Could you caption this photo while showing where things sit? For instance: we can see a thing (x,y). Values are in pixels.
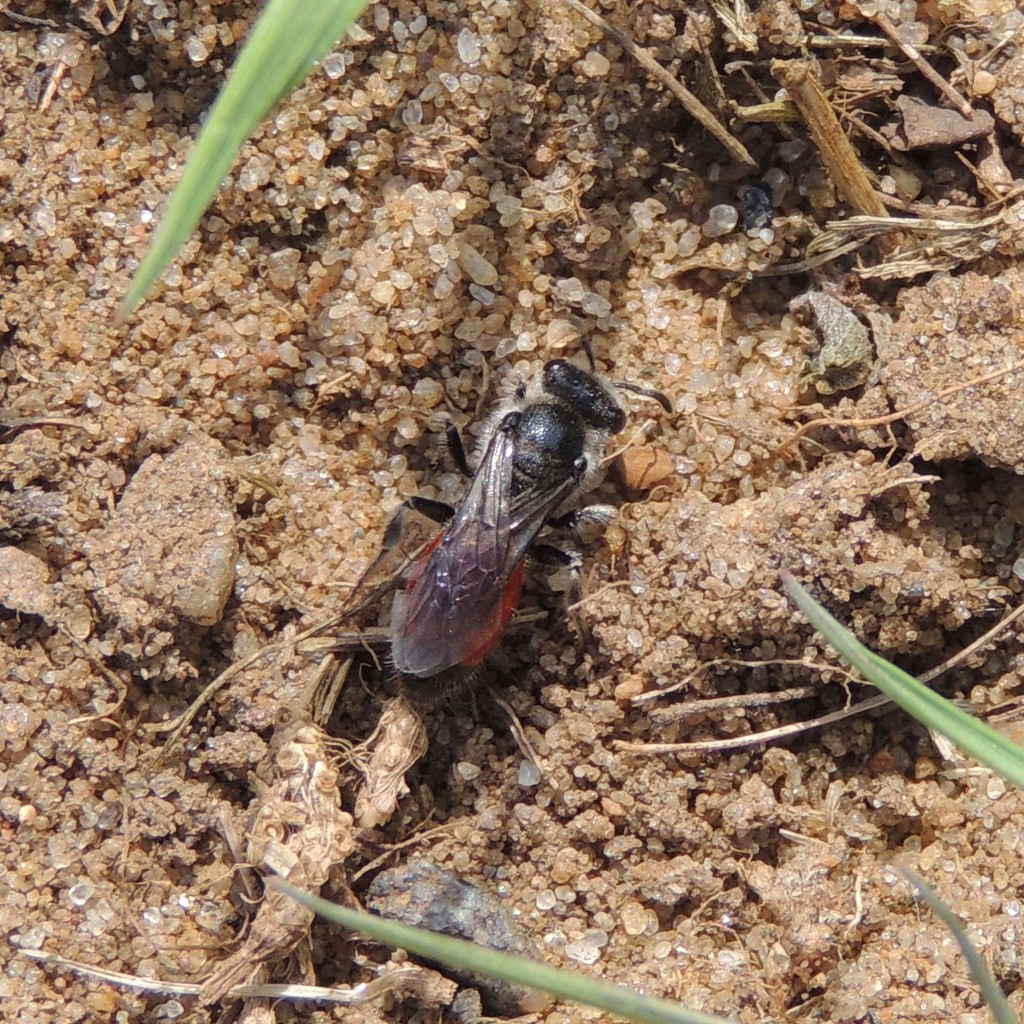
In this image we can see an insect (498,635) on the ground (550,641), there are some stones (139,319), wood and the leaves (202,140).
